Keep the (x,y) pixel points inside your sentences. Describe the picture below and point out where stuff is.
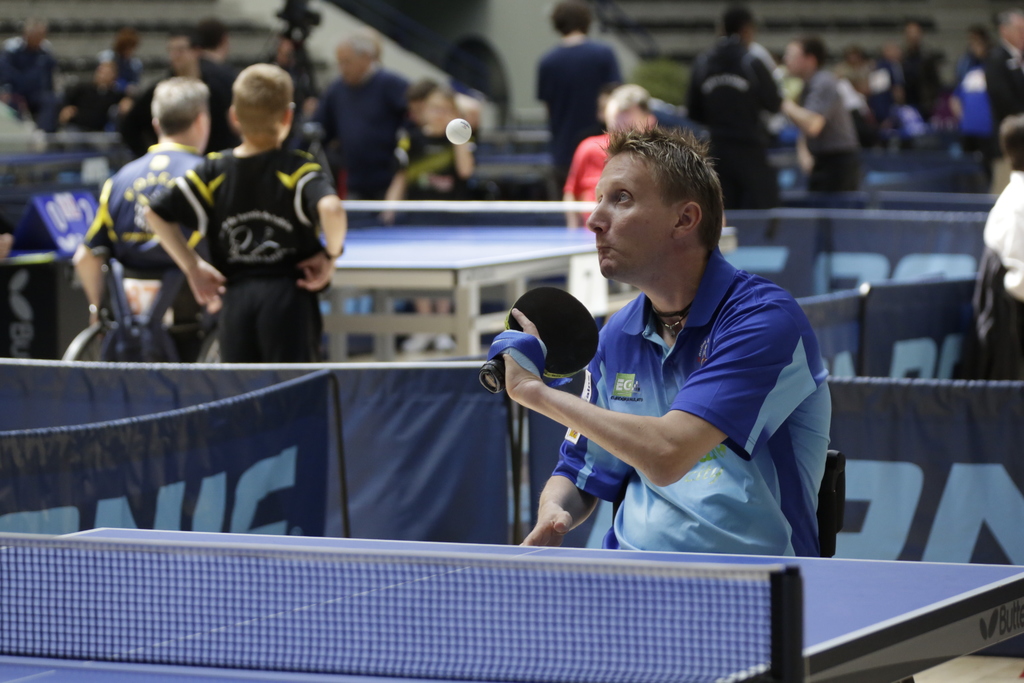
In this image I see a man (512,366) who is holding a bat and there is a table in front of him. In the background (526,229) I see lot of people (1012,151) and there is a table (553,239) over here too.
